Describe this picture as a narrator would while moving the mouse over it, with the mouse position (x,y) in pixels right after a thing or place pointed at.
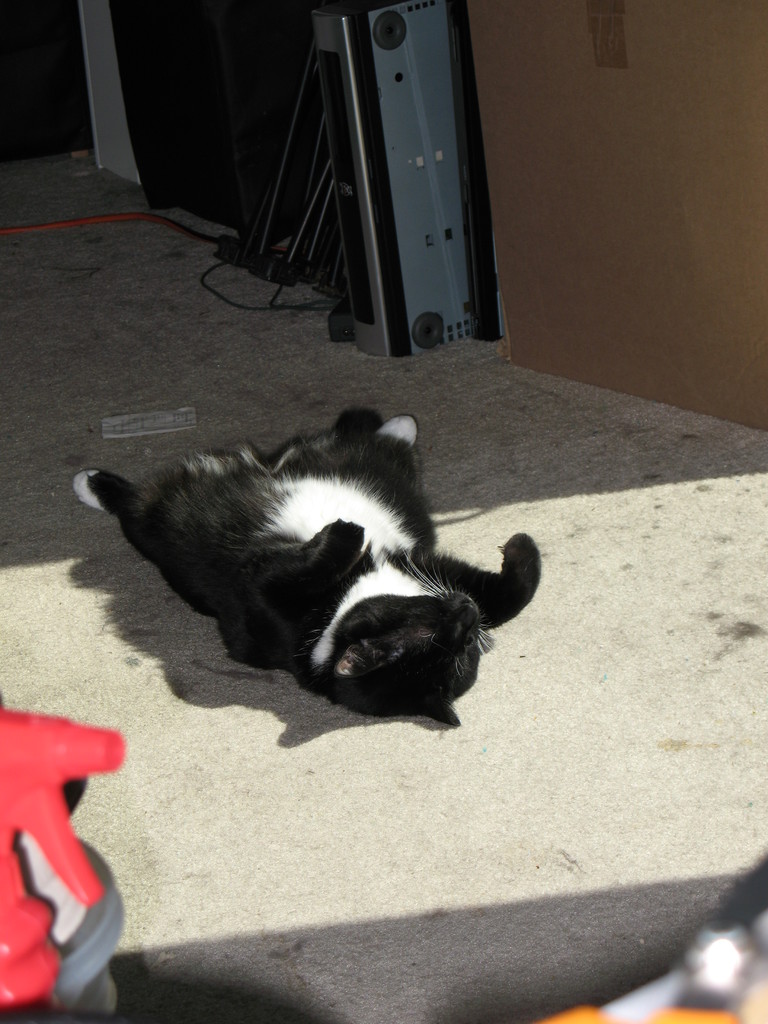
In this image we can see a black and white colored cat (312,612) on the floor (50,368), there is a paper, and also we can see some other objects (45,766).
